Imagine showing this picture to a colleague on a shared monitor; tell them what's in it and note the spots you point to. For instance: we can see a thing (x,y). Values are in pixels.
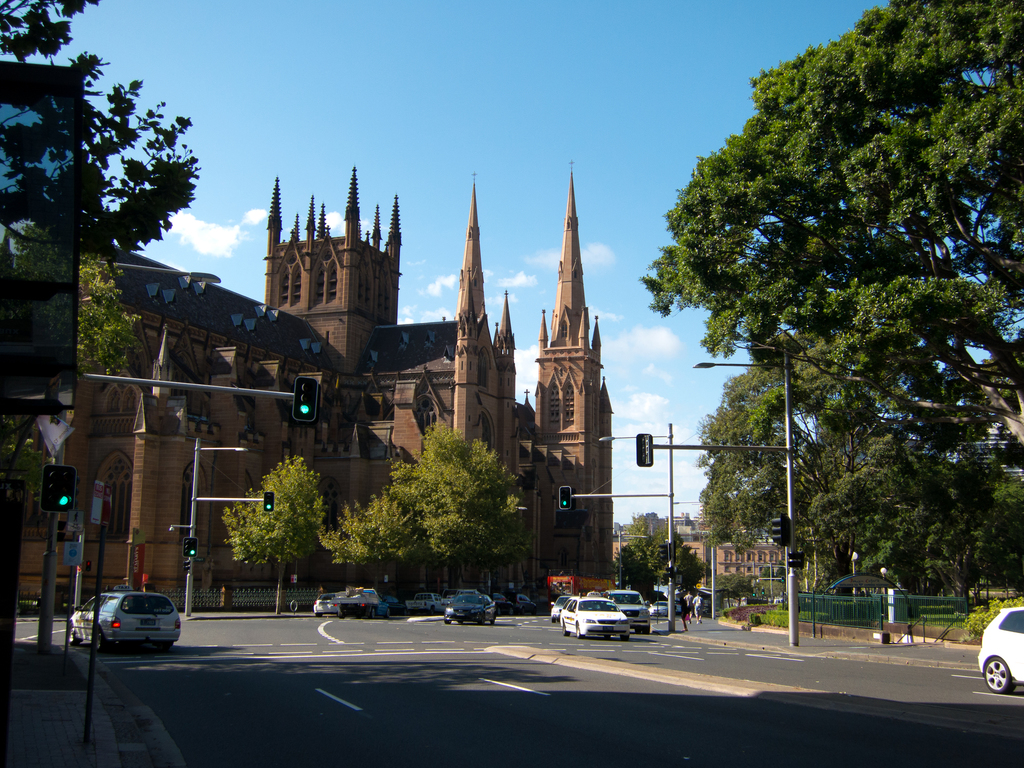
In the image there is a building (298,323) and in front of the building (544,571) there is a road (381,627) and on the road (347,765) there are many vehicles (123,610), there are traffic signal poles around the road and there are also many trees (176,212) around that building (540,390).
